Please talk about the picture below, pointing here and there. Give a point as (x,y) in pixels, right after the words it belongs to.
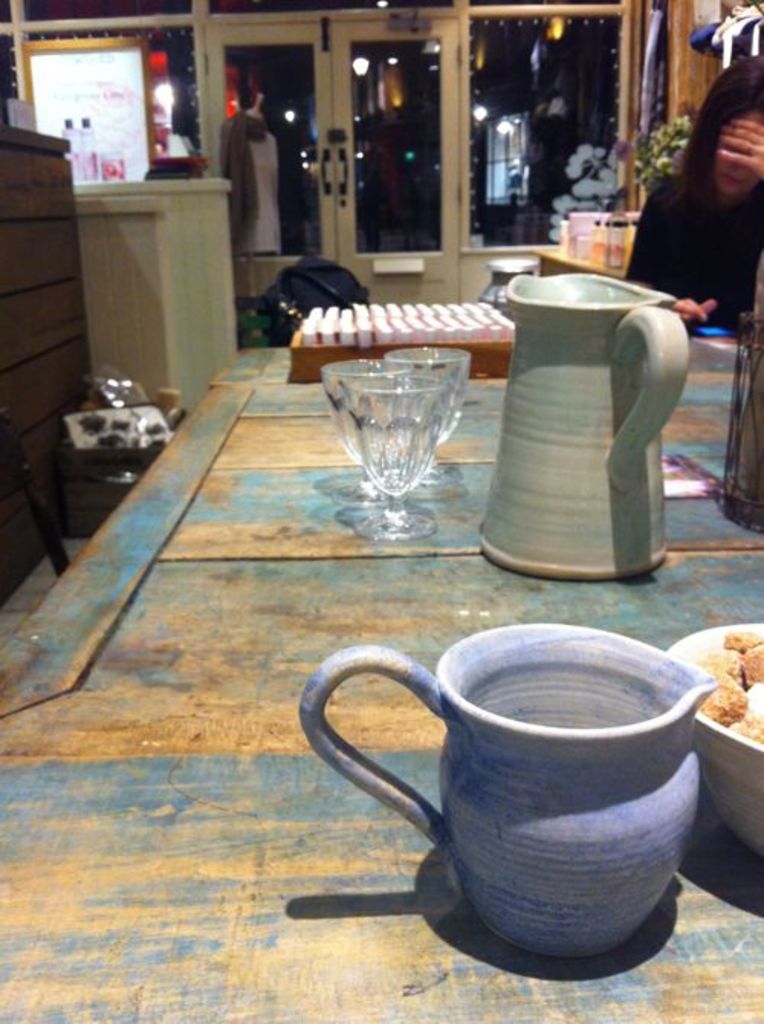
In this image we have a jar (553,560), jug (482,555), glass (430,403) and some object (442,347), a bowl (728,756) of food (716,698) in the table (693,579) and at the back ground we have a chair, door (376,291), bottle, plant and a person (657,233).
